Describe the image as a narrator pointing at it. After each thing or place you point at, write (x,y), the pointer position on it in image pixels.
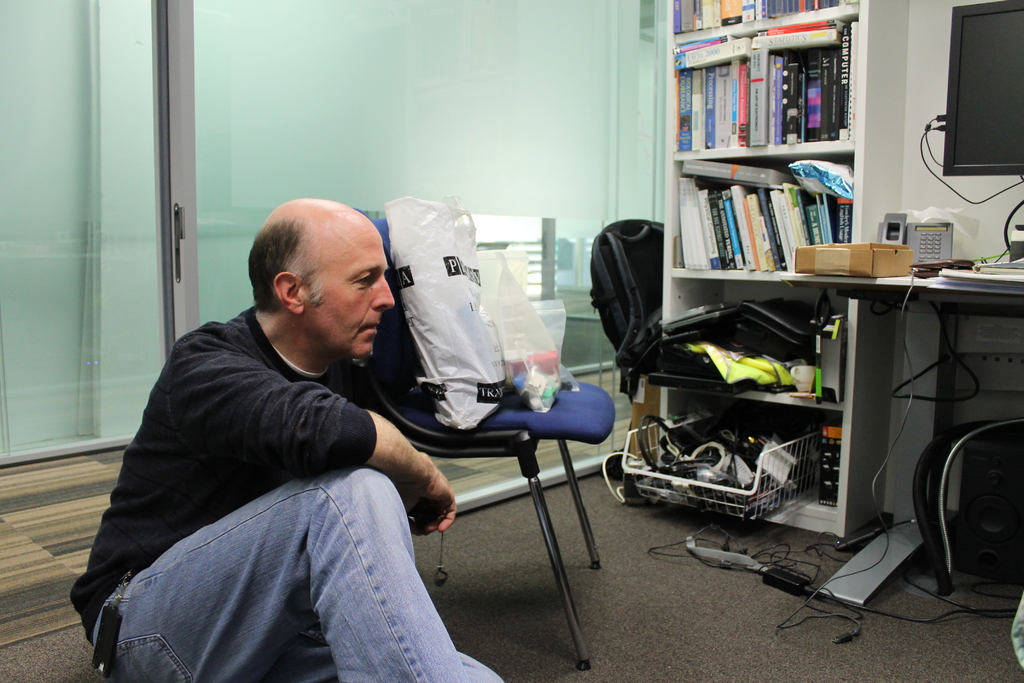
In this image we can see a person (227,521) sitting on the floor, there are covers (488,382) on the chair (505,435), there are some books (760,187), boxes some objects (700,321) on the racks (767,360), there are some objects (706,457) in a tray (710,485), there is a bag (631,350), there is a table (875,282), on that there is a monitor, box (908,260), telephone (949,234), and some other objects (984,260), there are wires (873,478) on the floor (682,590), also we can see the wall (320,74), and a door (135,200).
